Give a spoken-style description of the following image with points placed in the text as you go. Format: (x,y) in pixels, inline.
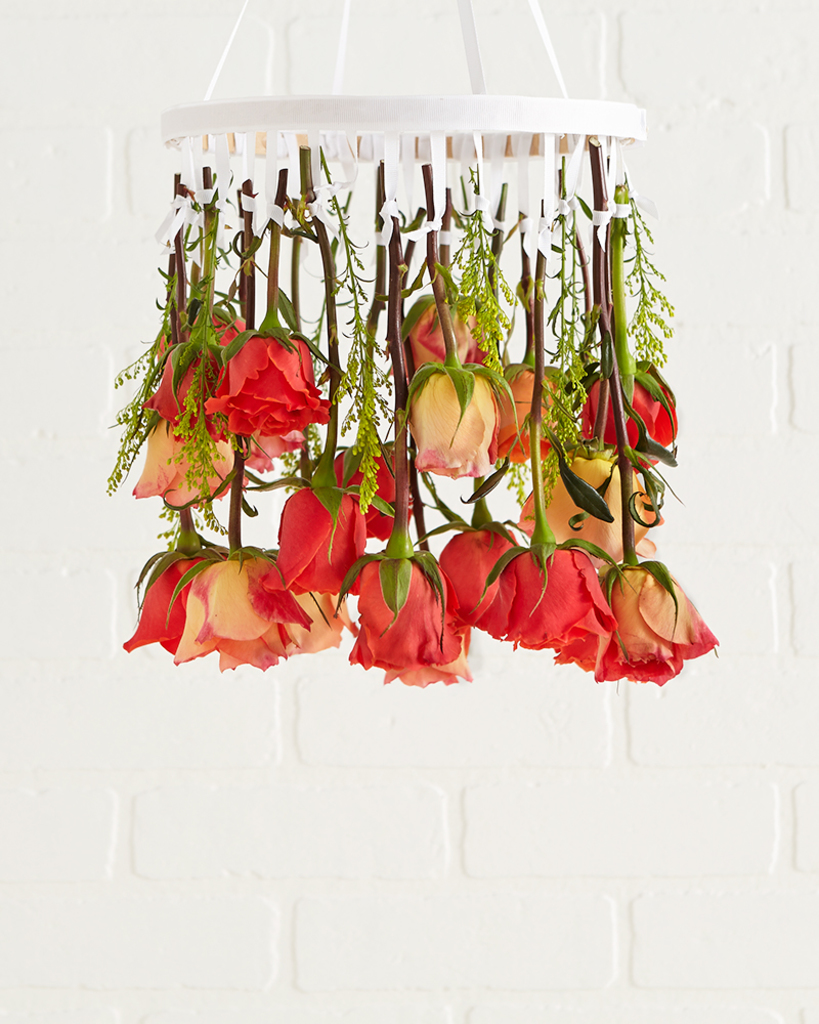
In this image I can see few flowers (466,580) hanging to the white color object (543,112) and the flowers (381,596) are in red and cream color and I can see the white color background (15,344).
